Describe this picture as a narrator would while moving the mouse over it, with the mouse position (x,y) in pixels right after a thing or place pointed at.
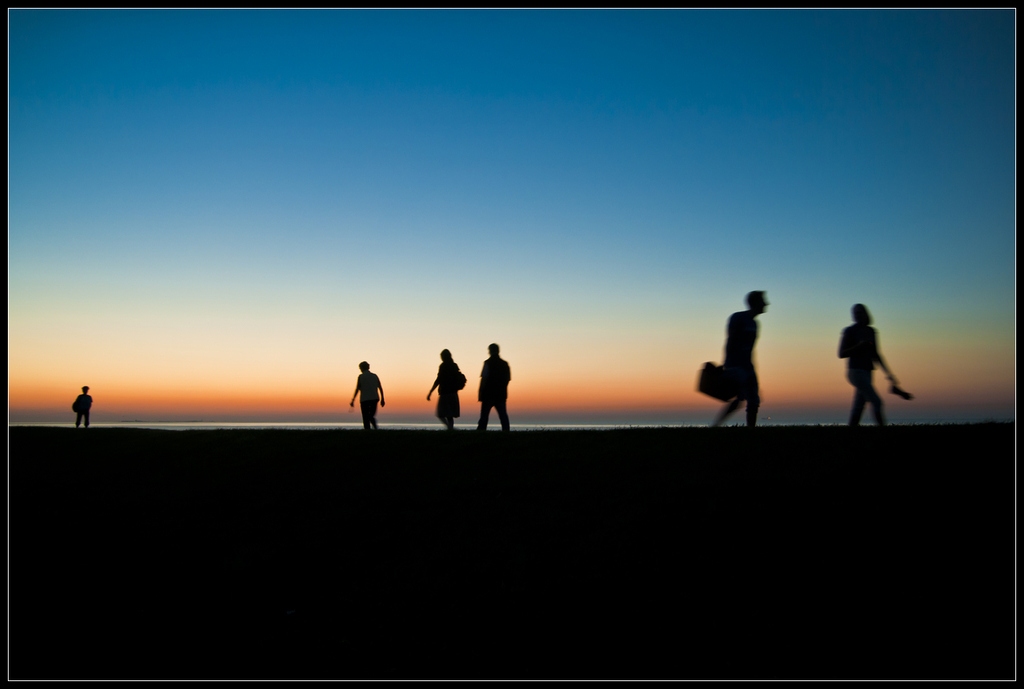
In the center of the image (500,368) we can see a few people (485,378) are standing and few people (736,338) are holding some objects (710,374). In the background (435,206), we can see the sky (495,175) and a few other objects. And we can see the black color border (67,4) around the image.
